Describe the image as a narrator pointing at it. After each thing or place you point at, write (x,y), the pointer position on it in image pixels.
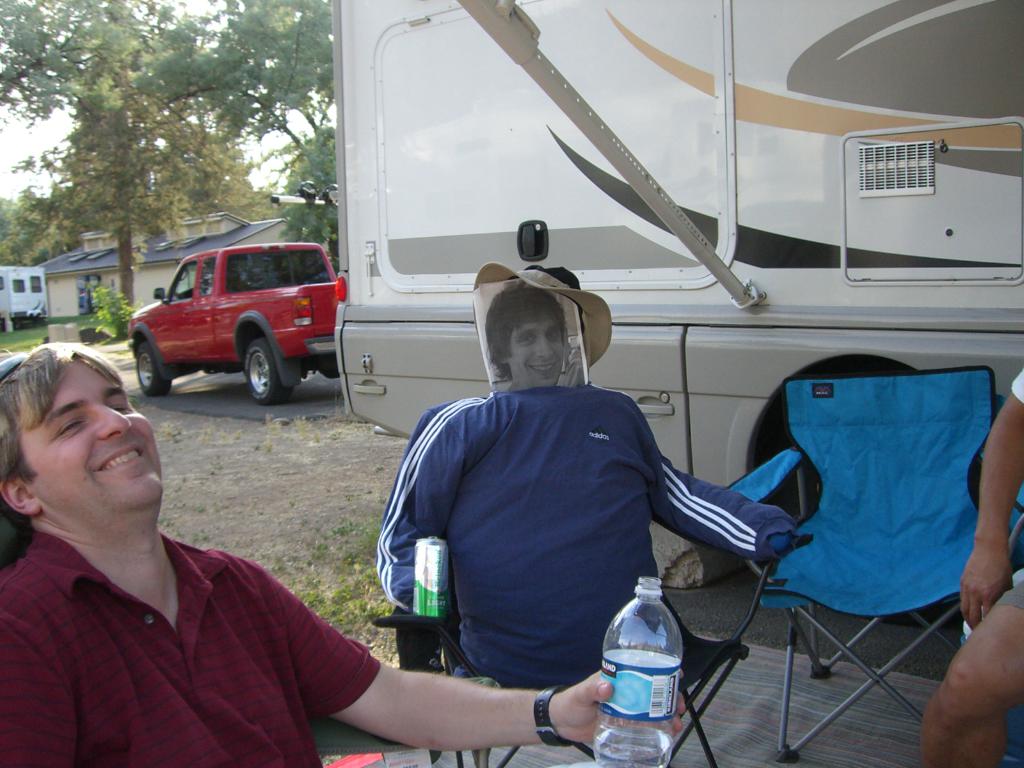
Here we can see a man (89,453) is sitting on the chair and smiling, and holding a water bottle (652,655) in his hands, and at side here is the vehicle (663,130) on the road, and here are the trees (154,171).
